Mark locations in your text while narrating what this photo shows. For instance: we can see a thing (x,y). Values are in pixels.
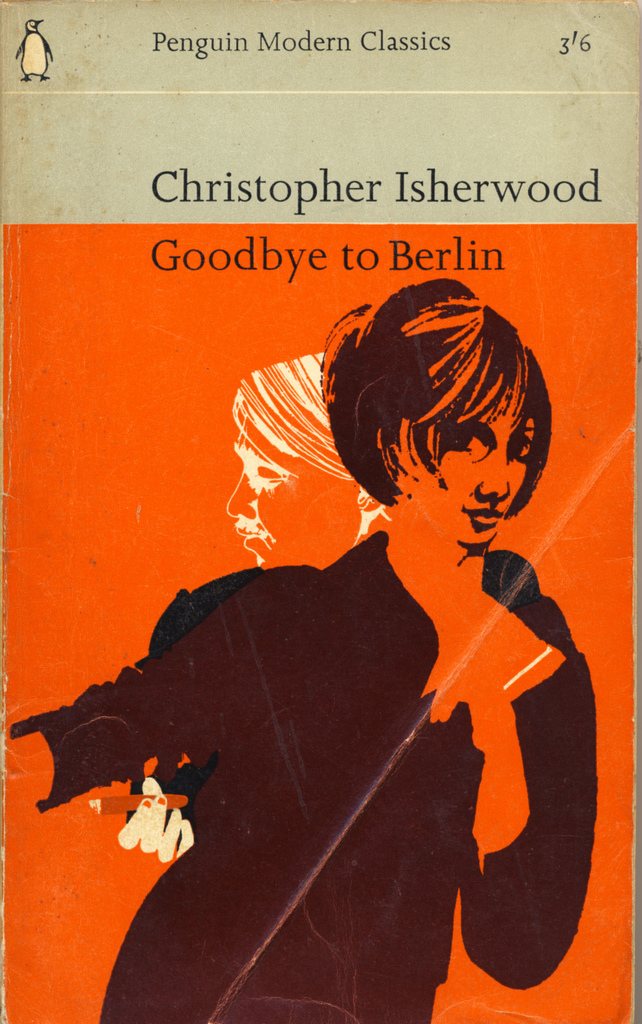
In this image we can see a poster (315,362), there are two persons (341,405) and some text (442,180) written on it.
